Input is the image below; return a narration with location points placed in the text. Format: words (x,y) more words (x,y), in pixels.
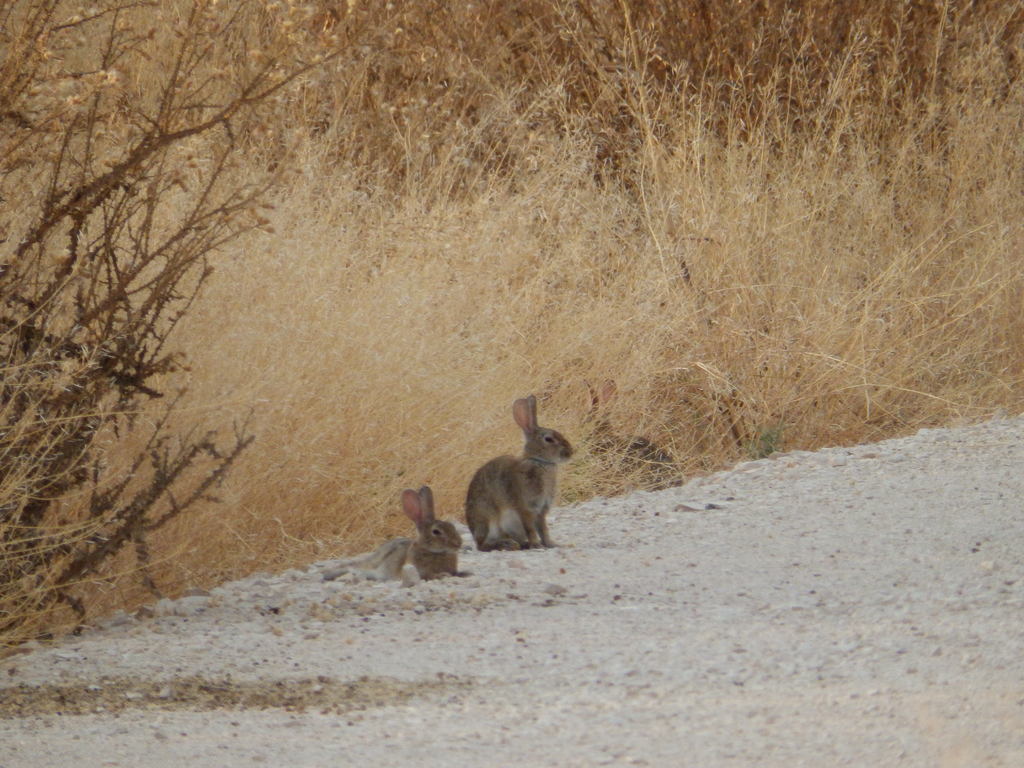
In this image there are Rabbits (488,536). There is sand (638,707). There are dried grass (629,267) and trees (114,289).
